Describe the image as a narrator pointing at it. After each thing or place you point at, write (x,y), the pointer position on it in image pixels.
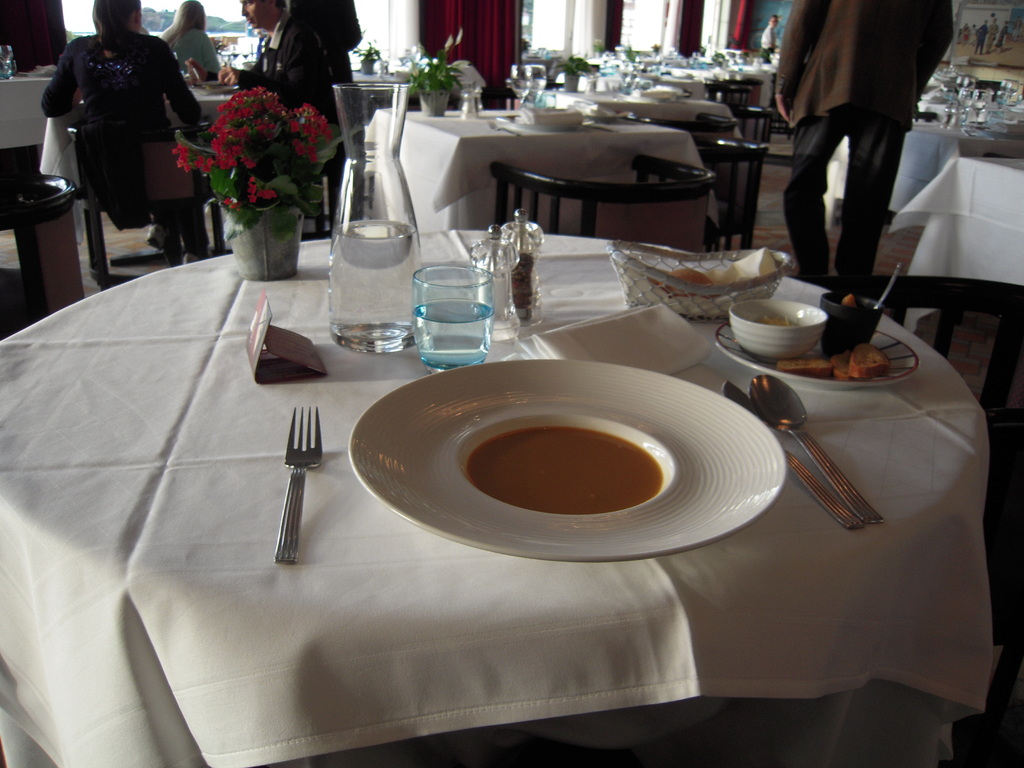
In this image there are tables (917,185). On top of the tables (935,409) there are plates (531,410), spoons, forks (290,444), glasses (411,289), flower pots (572,73), cups (827,333), food items (871,355). There are people (151,75) sitting on the chairs (149,193). In the background of the image (473,53) there are curtains (618,25). There is a glass window (230,22) through which we can see trees (225,24).
